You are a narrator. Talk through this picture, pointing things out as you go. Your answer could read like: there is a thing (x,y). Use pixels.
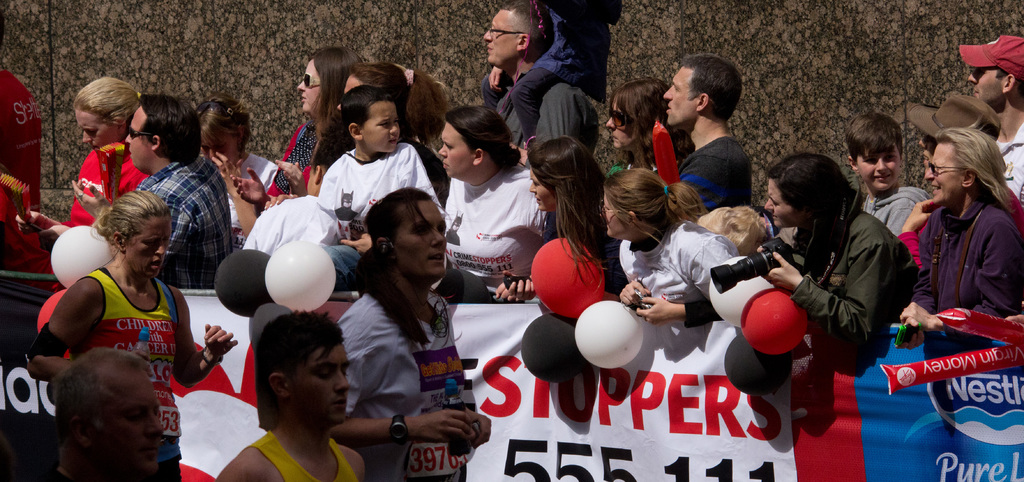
In this picture we can see a few people (513,79) holding objects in their hands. There are some posters (993,464) from left to right.
